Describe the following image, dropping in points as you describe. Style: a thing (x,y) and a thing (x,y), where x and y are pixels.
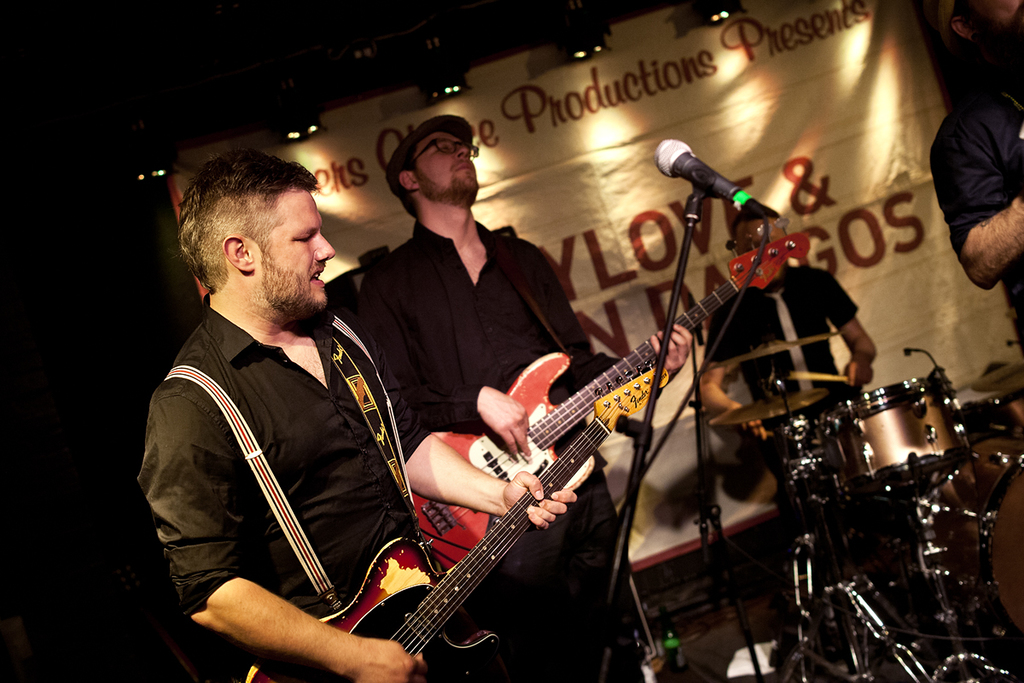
This picture shows that there are two men (345,415) standing, playing guitars (379,635) in their hands (372,645), in front of a microphone (715,181). In the background (786,336) there is a guy (786,371) playing drums (785,395) here. We can observe some lights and a poster (615,160) here.
